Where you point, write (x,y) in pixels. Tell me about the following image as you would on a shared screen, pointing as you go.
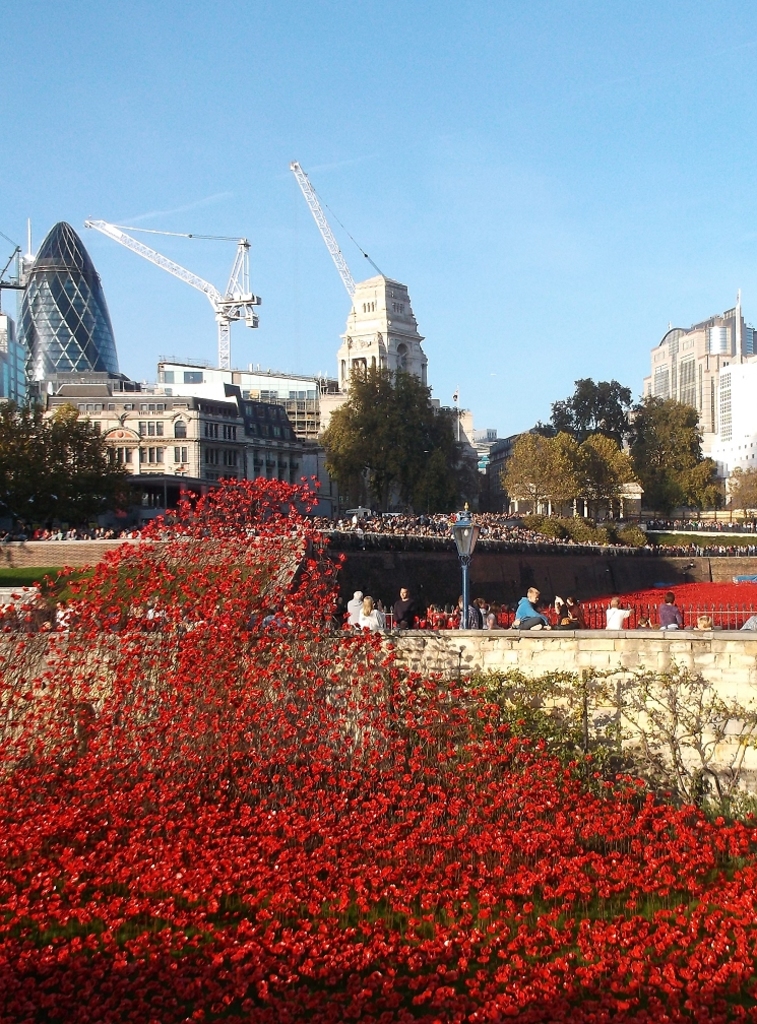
In the foreground of this picture (303,857), there are red color flowers (369,881) to the plant (366,869). In the background (558,655), there is a wall (631,635), railing (638,628), pole (460,525), crowd (484,624), buildings (709,403), trees (439,486) and the sky (404,88).
